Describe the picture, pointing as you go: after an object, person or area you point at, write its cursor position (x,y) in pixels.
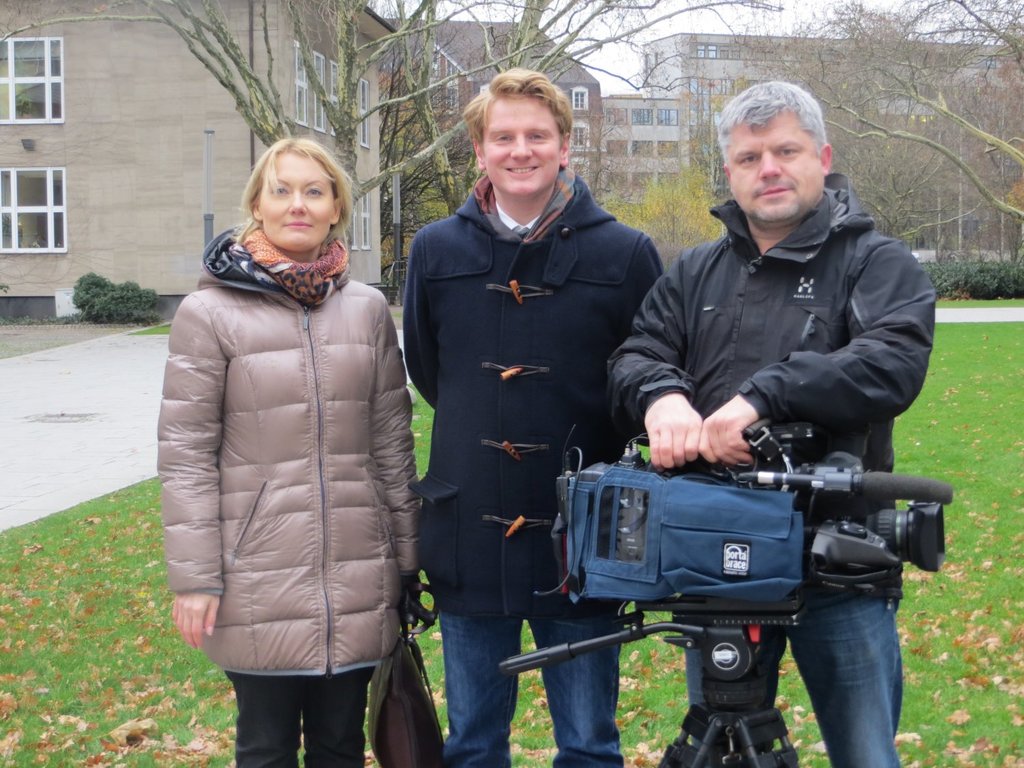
In this picture there are people (418,370) standing, among them there's a man (791,390) holding a camera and there is a woman (178,430) holding a bag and we can see grass (144,677), leaves (185,750) and stand (729,758). In the background of the image (618,151) we can see trees (662,217), plants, buildings (163,47) and sky (588,39).
